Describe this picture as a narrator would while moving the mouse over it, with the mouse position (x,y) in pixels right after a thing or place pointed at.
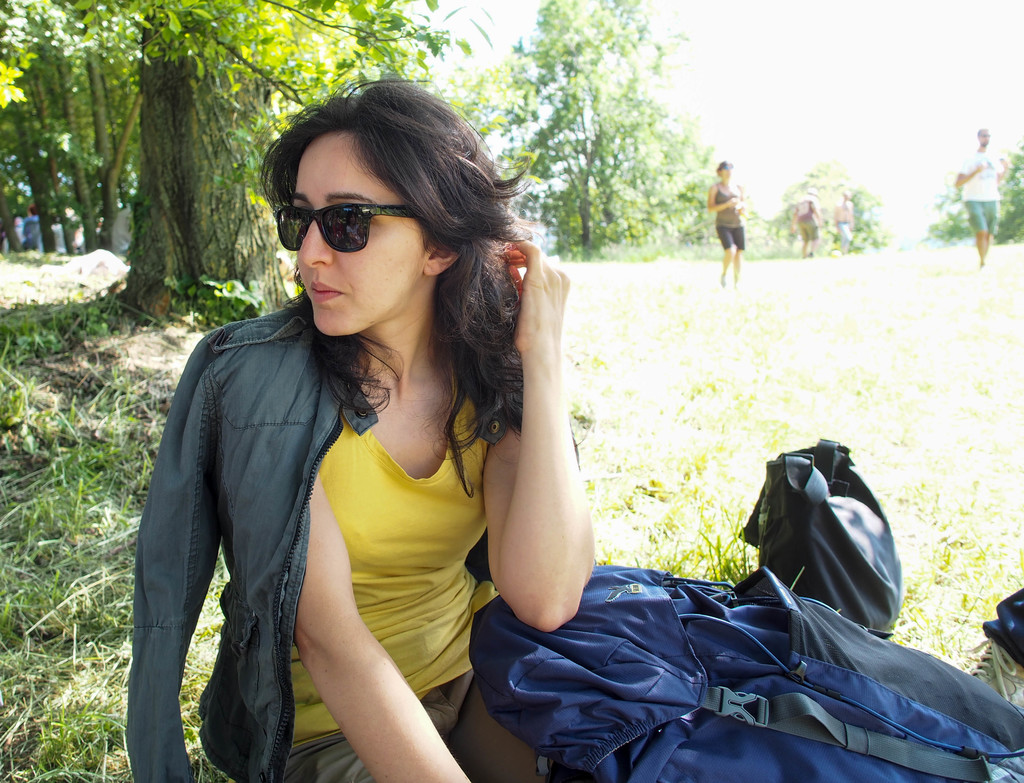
In this image, there is an outside view. There is a person (498,506) at the bottom of the image (480,589) wearing clothes (450,632) and sunglasses (338,236). There are bags (784,674) in the bottom right of the image (810,629). There are trees (390,62) at the top of the image (357,36). There some persons (961,183) in the top right of the image (975,183) standing and wearing clothes (979,190).
